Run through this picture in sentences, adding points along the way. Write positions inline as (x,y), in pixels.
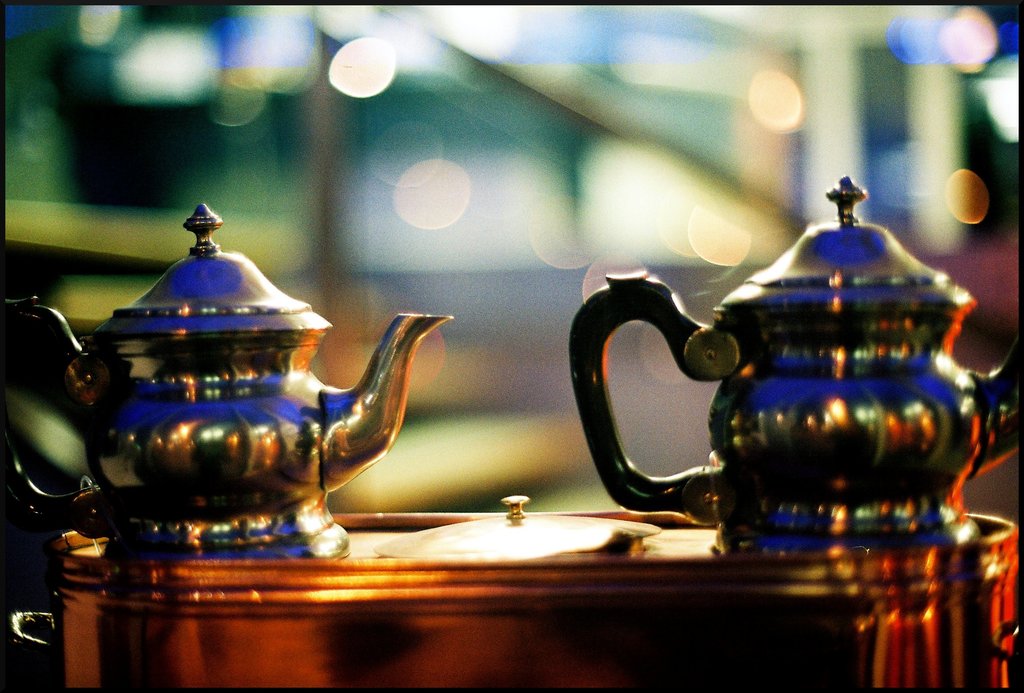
In this image we can see some tea jugs (329,553) on the table (345,577) and the background (426,283) is blurred.
